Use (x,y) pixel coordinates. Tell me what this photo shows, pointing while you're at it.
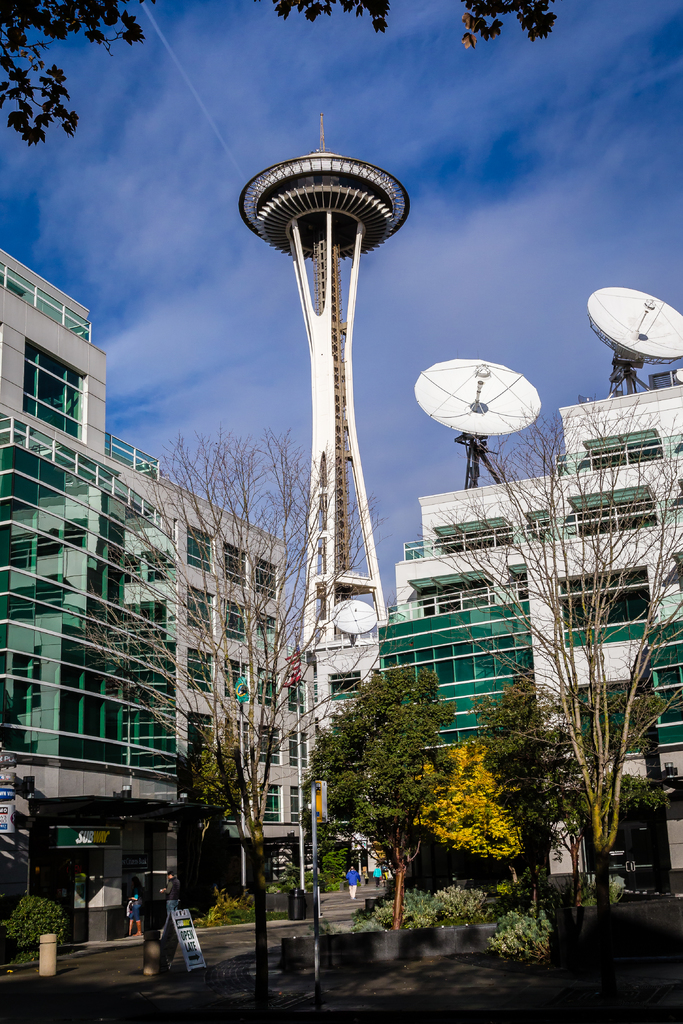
In this picture we can see trees (513,697), buildings (460,607), board (194,961), bin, antennas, name boards (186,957), people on the ground (207,938) and in the background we can see the sky (254,152) with clouds (523,246).
